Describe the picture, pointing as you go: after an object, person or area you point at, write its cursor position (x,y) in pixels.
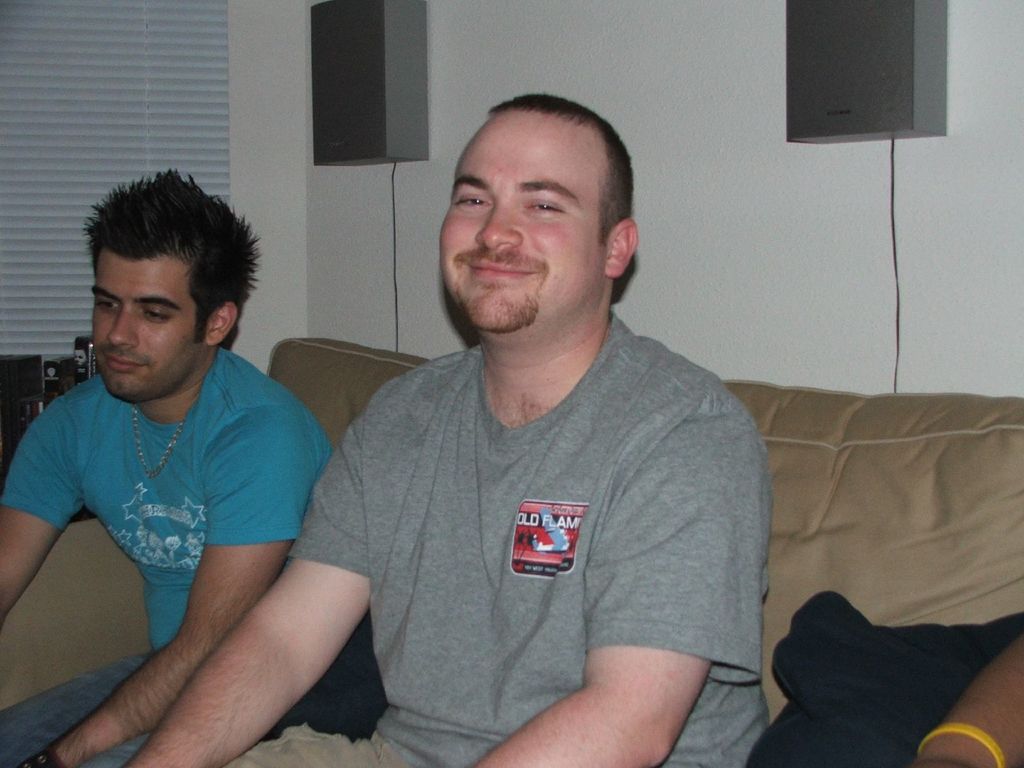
This is an inside view. Here two men (308,484) are wearing t-shirts (471,506) and sitting on a couch (804,548). One man (530,316) is smiling and giving pose for the picture. In the bottom right (994,731), I can see a hand (983,708). In the background (358,92) two black color boxes (380,78) are attached to the wall (553,62).
